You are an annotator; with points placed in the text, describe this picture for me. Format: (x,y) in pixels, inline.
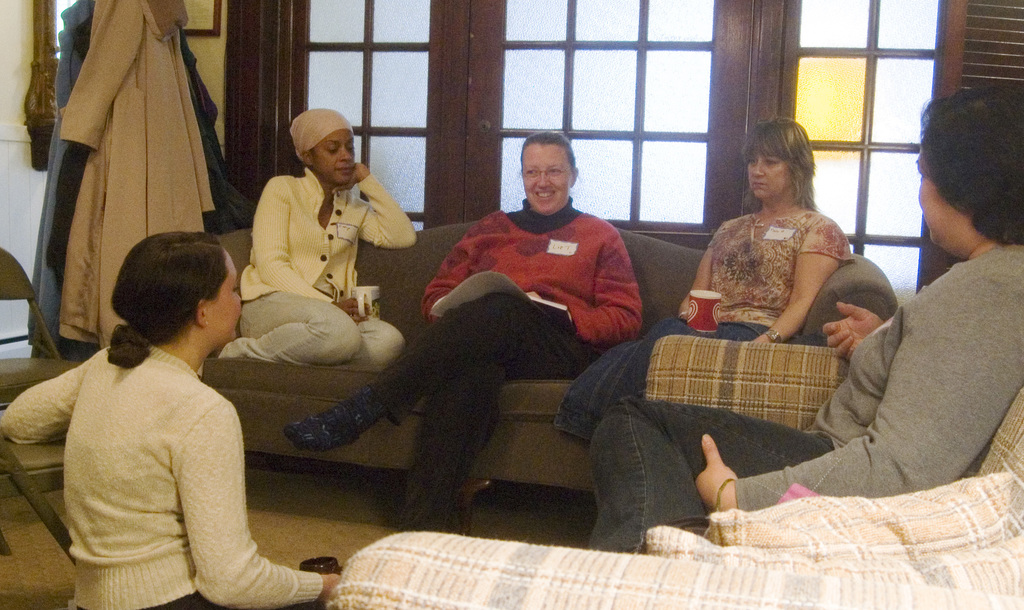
In the foreground of this image (493,270), there are woman (600,296) sitting on the sofas (397,263) holding cups (714,293) and papers (511,284) and also a woman (181,498) sitting on the ground (283,552) holding a cup (317,570). Beside her, there are chairs (40,374). Behind them, there are windows (328,44), coats (179,45) and the wall (6,100). At the bottom (642,582), there are cushions (884,535).
